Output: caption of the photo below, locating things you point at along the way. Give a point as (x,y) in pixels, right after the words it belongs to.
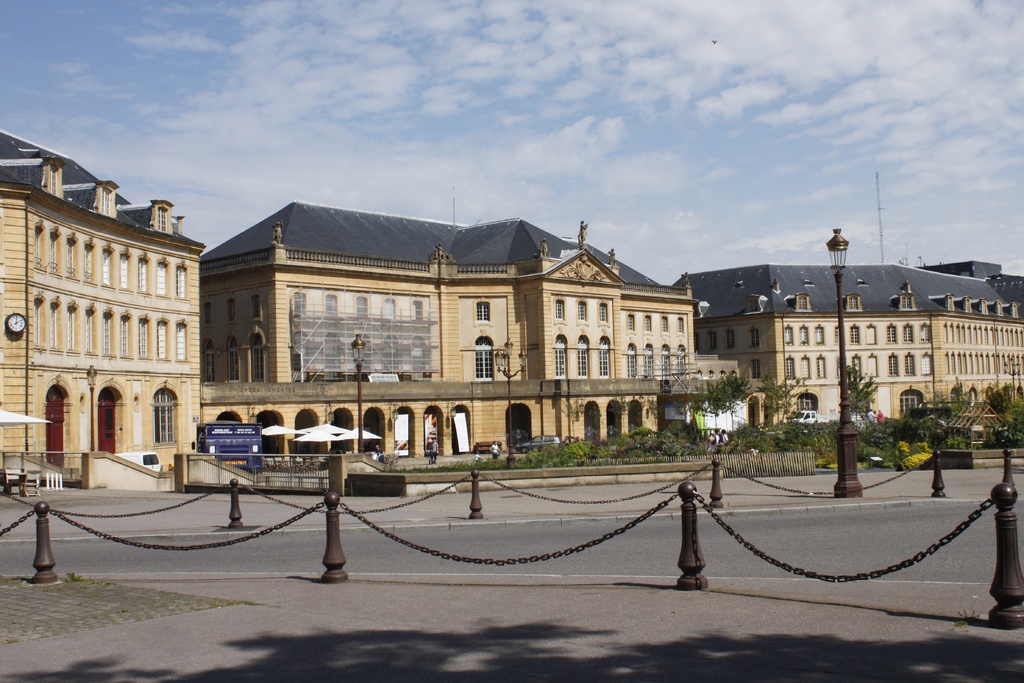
In this image I can see chain railings (85,530), light poles (359,335), buildings (478,353), trees (725,393), umbrellas (321,426), boards (430,437), clock (18,316), people (711,432), plants (784,430), fence (738,456), cloudy sky (622,69) and objects (235,442).
